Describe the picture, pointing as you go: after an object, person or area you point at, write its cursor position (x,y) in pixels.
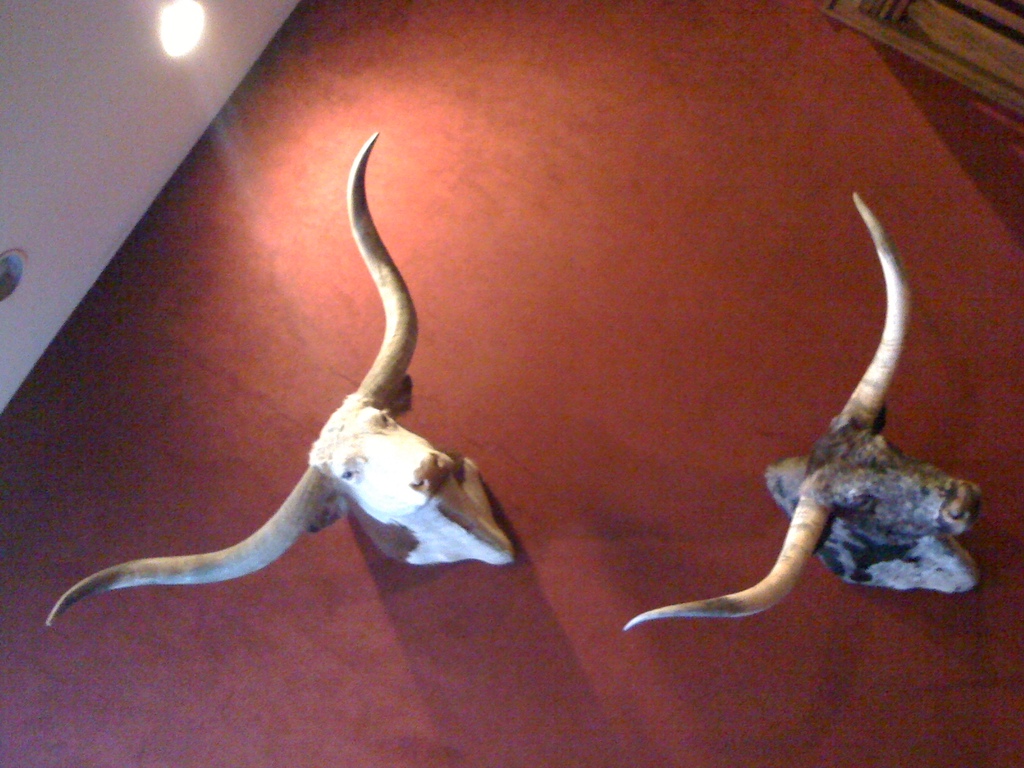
In this picture I can see the depiction of 2 animals heads (406,409) and they're on the red color. On the top left of this picture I can a light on the ceiling (32,101).
